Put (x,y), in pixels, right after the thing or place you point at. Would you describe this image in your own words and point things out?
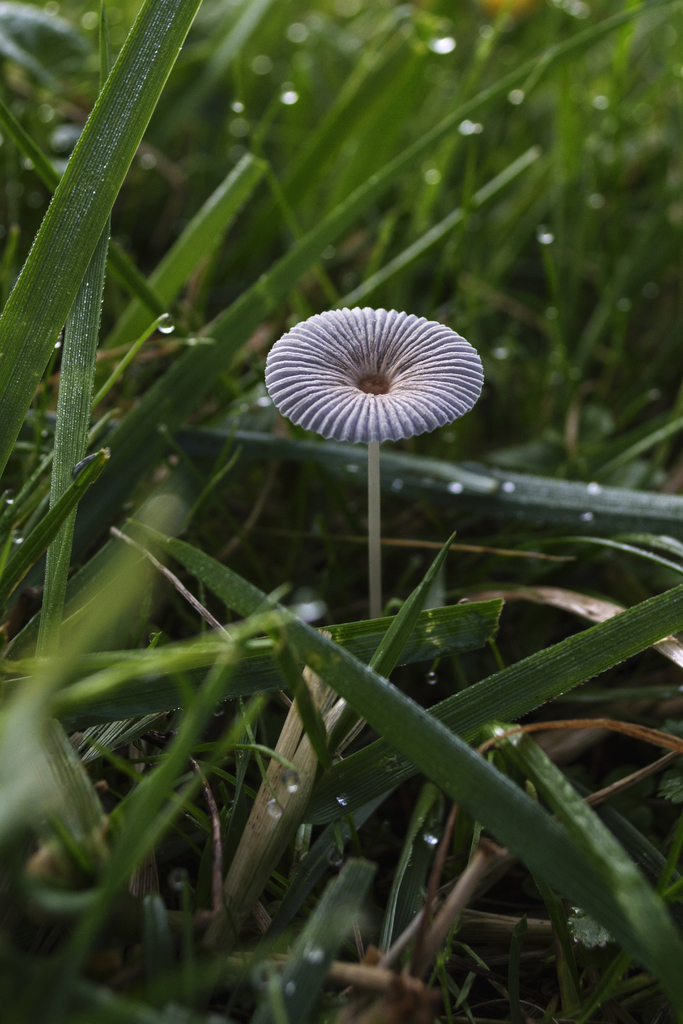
In this image I can see the purple color mushroom (389,317) and dew green color grass (632,360).
